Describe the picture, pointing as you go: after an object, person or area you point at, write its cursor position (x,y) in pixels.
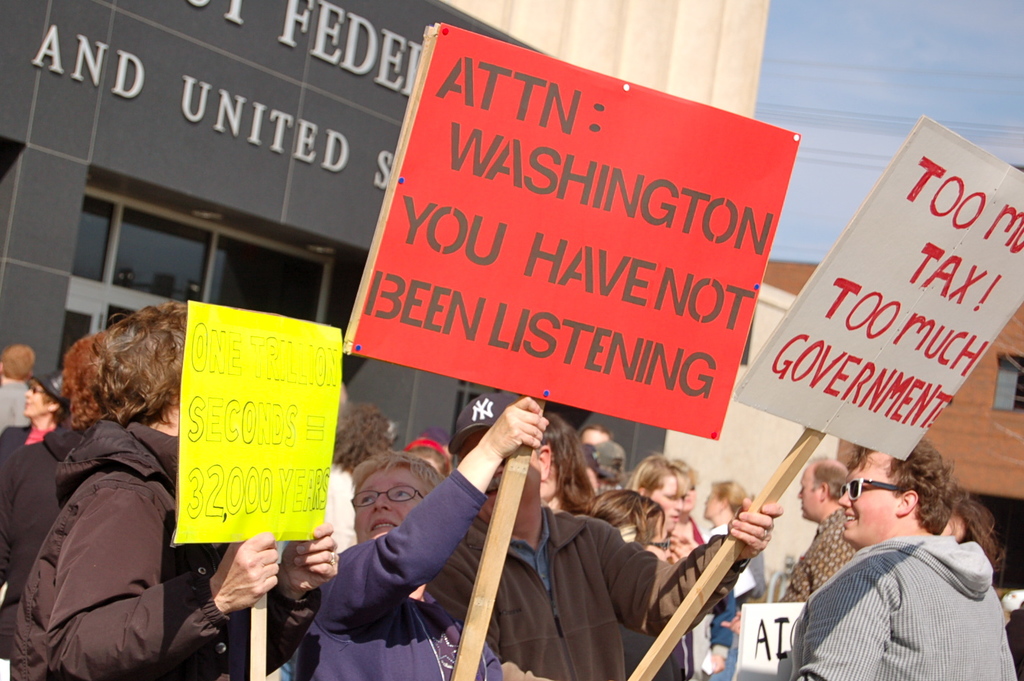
In the background (953,102) we can see the sky (958,88), transmission wires (904,117), window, boards (915,309) and walls (689,72). In this picture we can see the people (20,347) holding boards (843,303) and looks like they are protesting. On the right side of the picture (924,466) we can see a person (898,472) wearing goggles (863,483), jacket (861,679) and smiling.
